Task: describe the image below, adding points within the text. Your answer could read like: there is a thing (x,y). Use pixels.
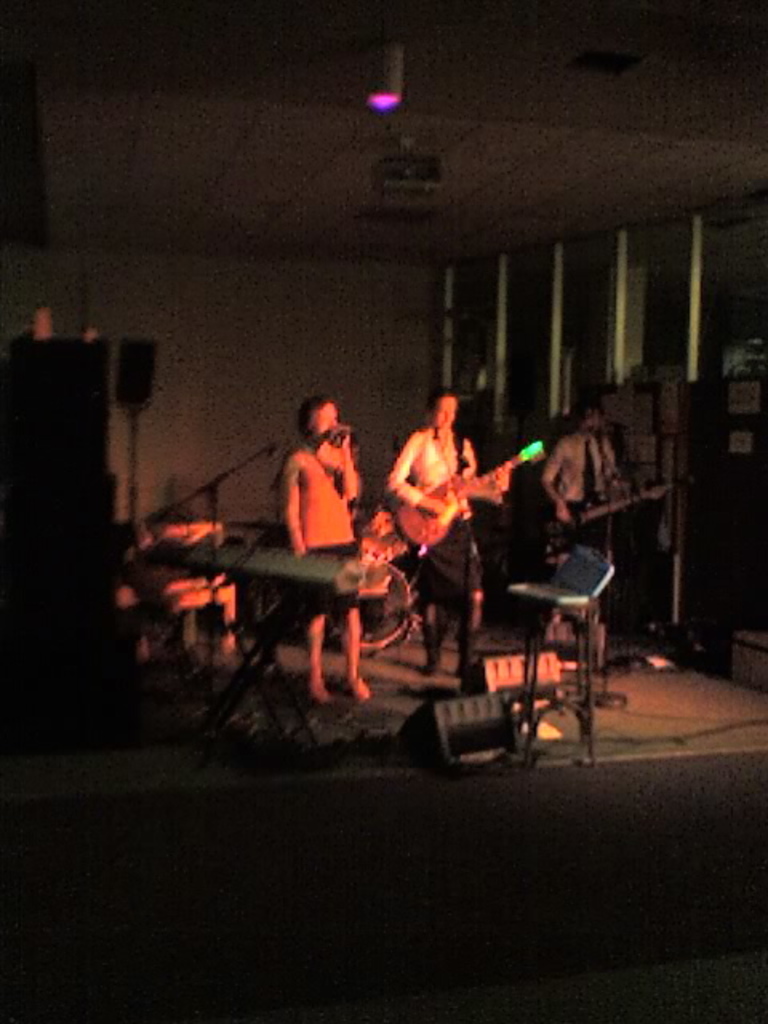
In the picture i can see some group of persons (454,597) playing musical instruments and there are some sound boxes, microphones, top of the picture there is projector (380,185) and light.
